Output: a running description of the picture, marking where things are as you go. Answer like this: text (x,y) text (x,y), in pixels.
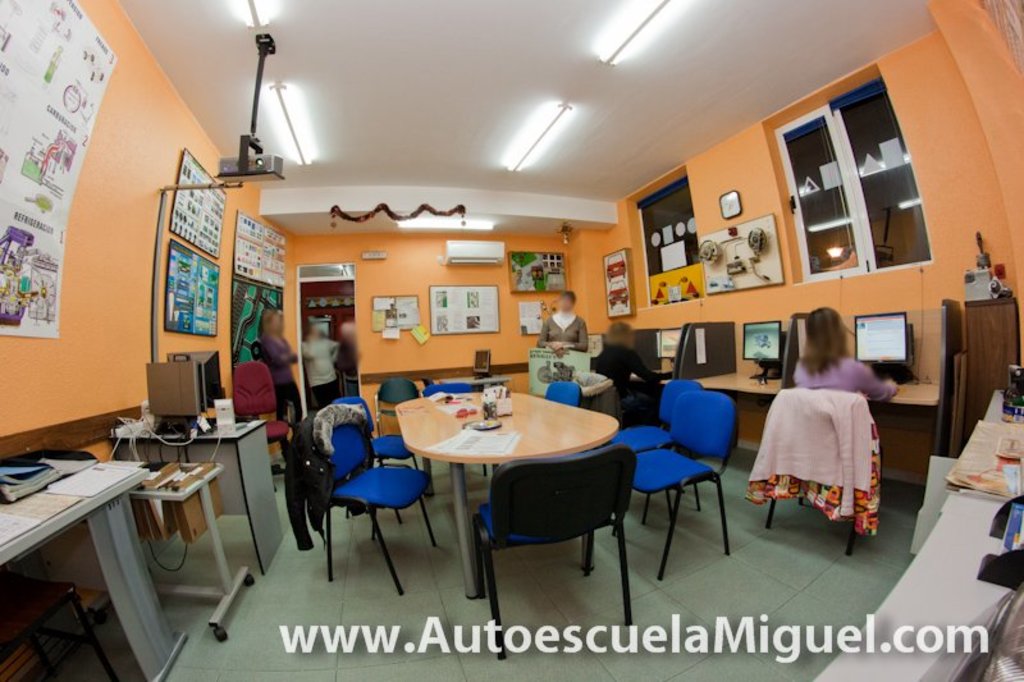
In this picture there is a woman (838,374) sitting here and some other person (620,349) sitting here, there is a woman (573,327) standing here there are some people (274,317) standing here, there are some empty chairs (390,402) a table (496,457) with some papers (460,442) and stuff (505,411) on it and we can see on the wall (106,188) the some pics photo frame (196,228) and some books (67,470) on table (79,469) and on the ceiling (322,186) we can see a projector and some light (546,122).
